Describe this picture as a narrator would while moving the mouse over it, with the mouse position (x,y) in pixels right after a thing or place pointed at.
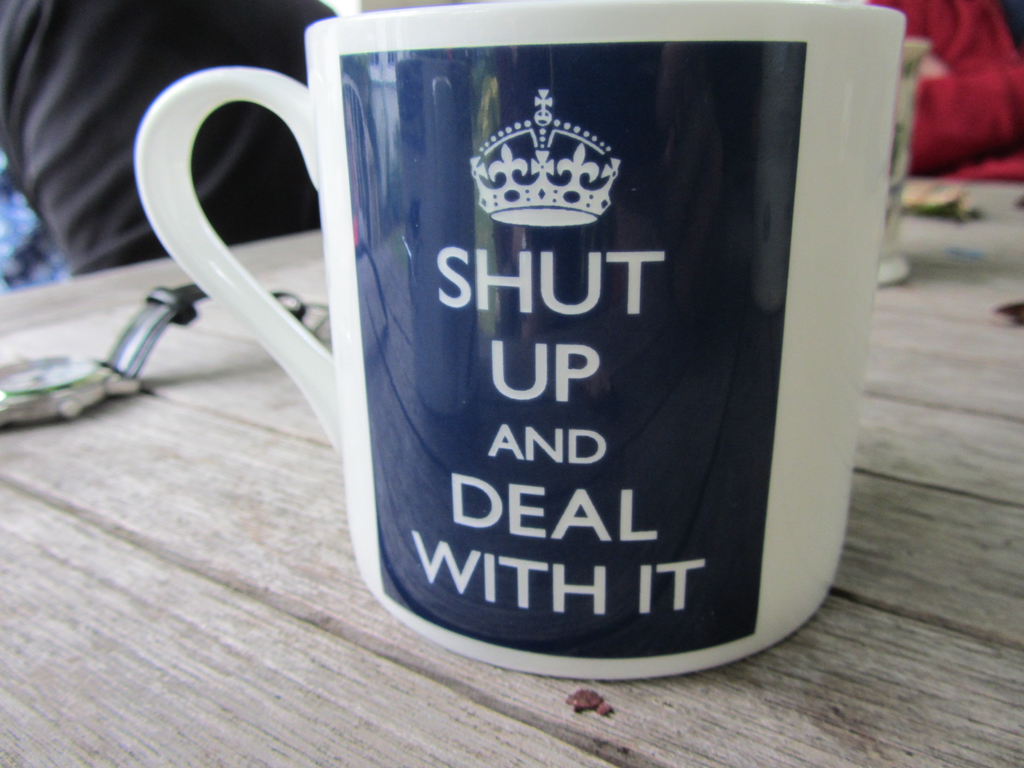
In this picture I can see a cup (358,413) with a quotation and a logo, there is a watch (193,314) and some other objects (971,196) on the table (909,294).
